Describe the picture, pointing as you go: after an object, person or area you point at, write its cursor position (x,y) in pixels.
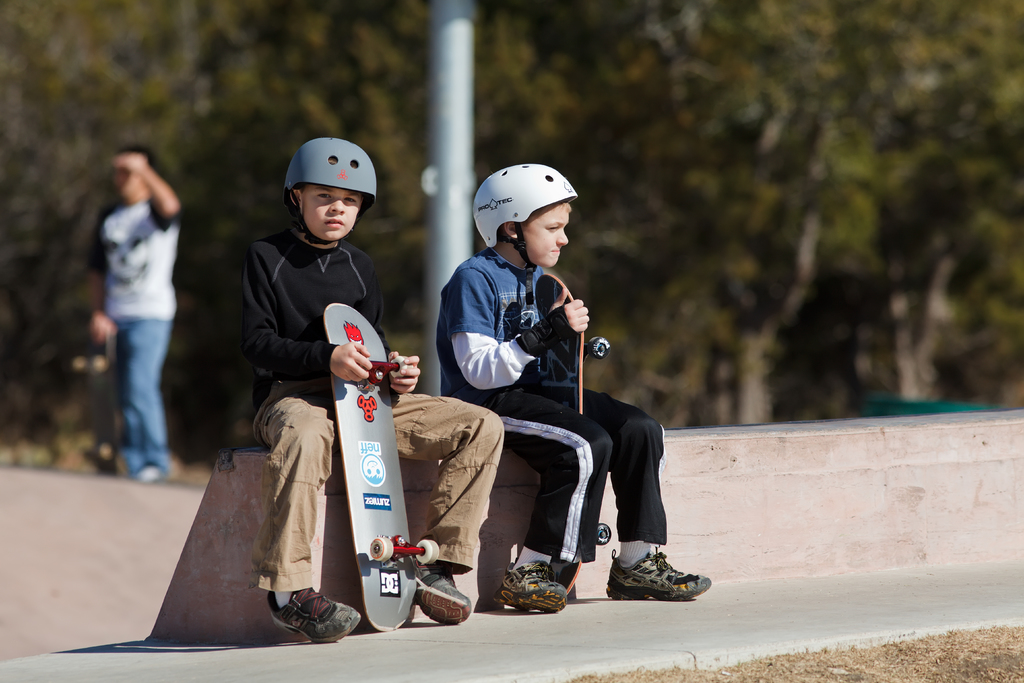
2 Kids (452,445) are sitting on the wall (687,493), they wore helmets (505,190) and holding the skate boards (581,393) in their hands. Behind them there are trees (709,129).
